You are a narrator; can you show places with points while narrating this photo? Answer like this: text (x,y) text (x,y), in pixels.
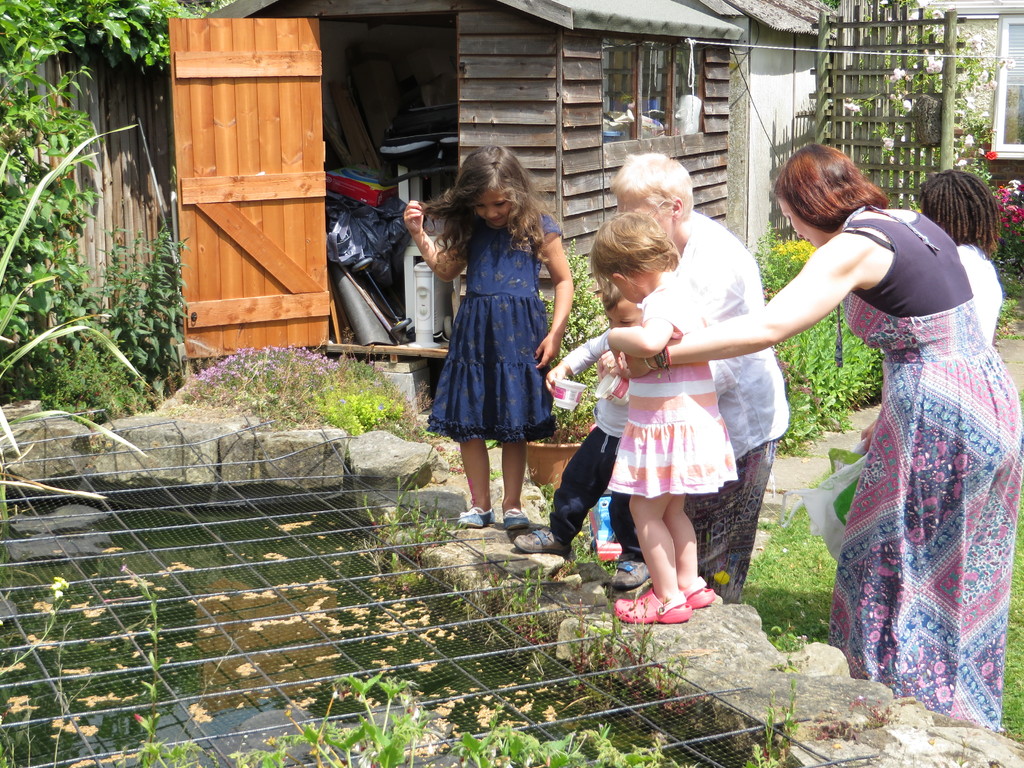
In this image I can see grass (500,727) in the front (392,738) and in the background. On the right side of this image (990,488) I can see few children (628,518) and few women (831,287) are standing. In the background (24,174) I can see a tree (7,138), few plants (35,57) and few buildings (571,107). On the left side of this image (205,562) I can see water (342,535) and above it I can see fencing (486,582).
